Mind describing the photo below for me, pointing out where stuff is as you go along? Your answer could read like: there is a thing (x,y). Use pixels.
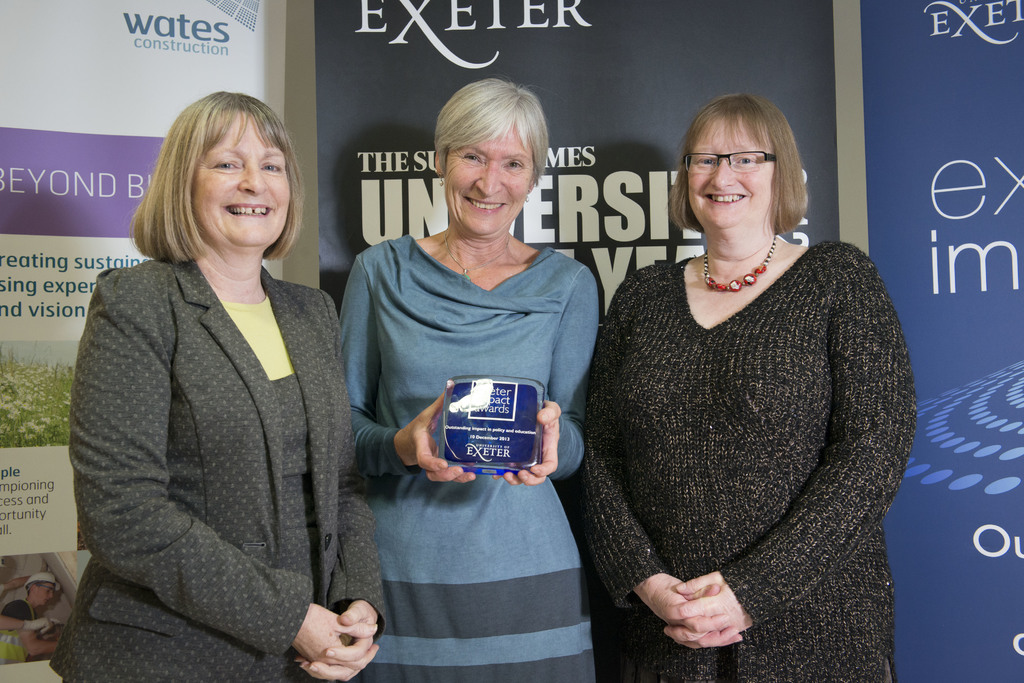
In the center of the image (452,386) there is a person (402,329) holding some object (449,424). Beside her there are two other people (741,633) having a smile on their faces (715,202). Behind them there are banners (537,57).
